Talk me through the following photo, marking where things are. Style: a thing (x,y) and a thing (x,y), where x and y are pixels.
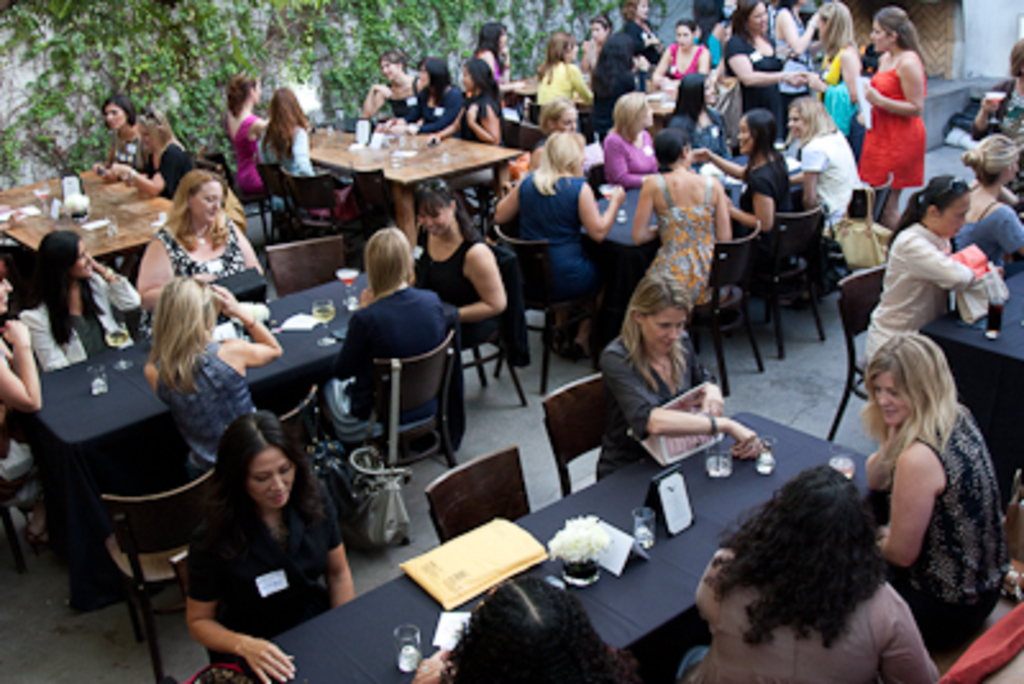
in this image there are few people (298,495) sitting on the chairs (401,394) before the table (323,366). Few women (881,111) are standing at the top right of the image (854,92). There are two glasses (356,272) on the table (313,303) which are served with drink (348,283). There is a flower vase (585,547) on top of the table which are at the bottom of the image (581,558). The background (367,48), creepers (172,50) are hanged to the wall (321,88).
